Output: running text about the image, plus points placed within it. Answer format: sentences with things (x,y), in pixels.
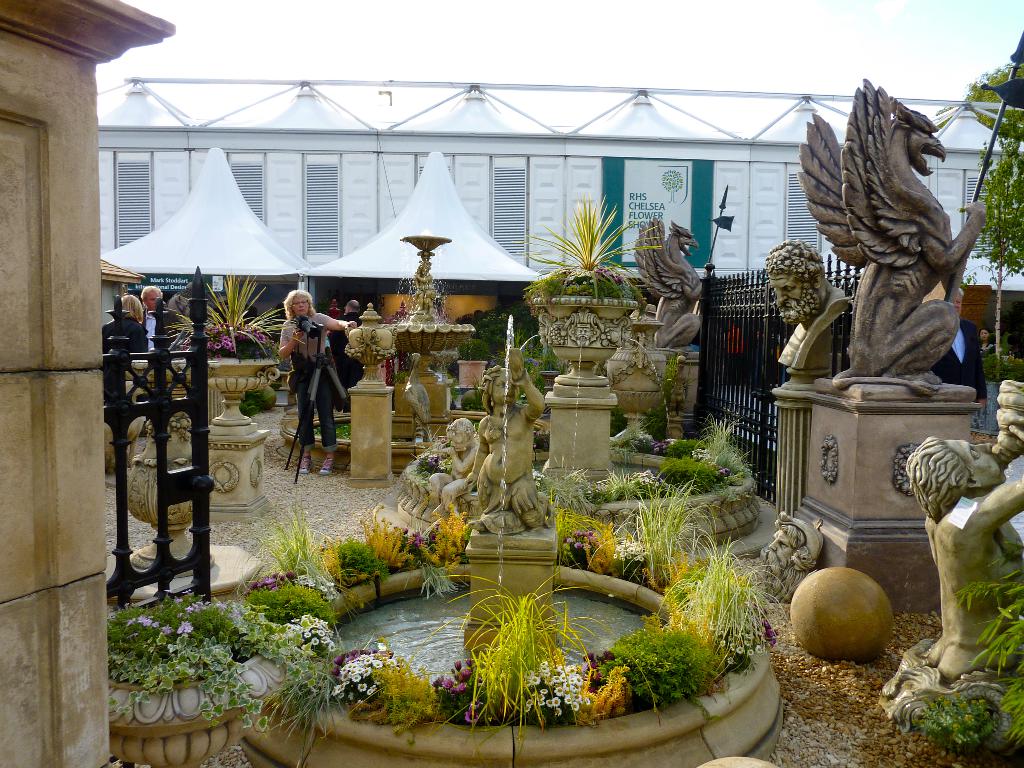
In this image, on the right side (984,169), we can see some sculptures (1006,434), metal grill (758,290). On the left side (294,383), we can see a person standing and holding a camera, a group of people (351,379), metal grill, tents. In the middle of the image (542,495), we can see a fountain (762,717), plants (641,685), flowers (580,700). In the background (422,219), we can also see another fountain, sculptures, tents (468,211), buildings (756,239). On the left side (60,334), we can see a pillar (54,177). At the top (642,86), we can see a sky (707,60), at the bottom (873,634), we can see some sculptures (833,636), stones (879,708) and a land (893,749).
